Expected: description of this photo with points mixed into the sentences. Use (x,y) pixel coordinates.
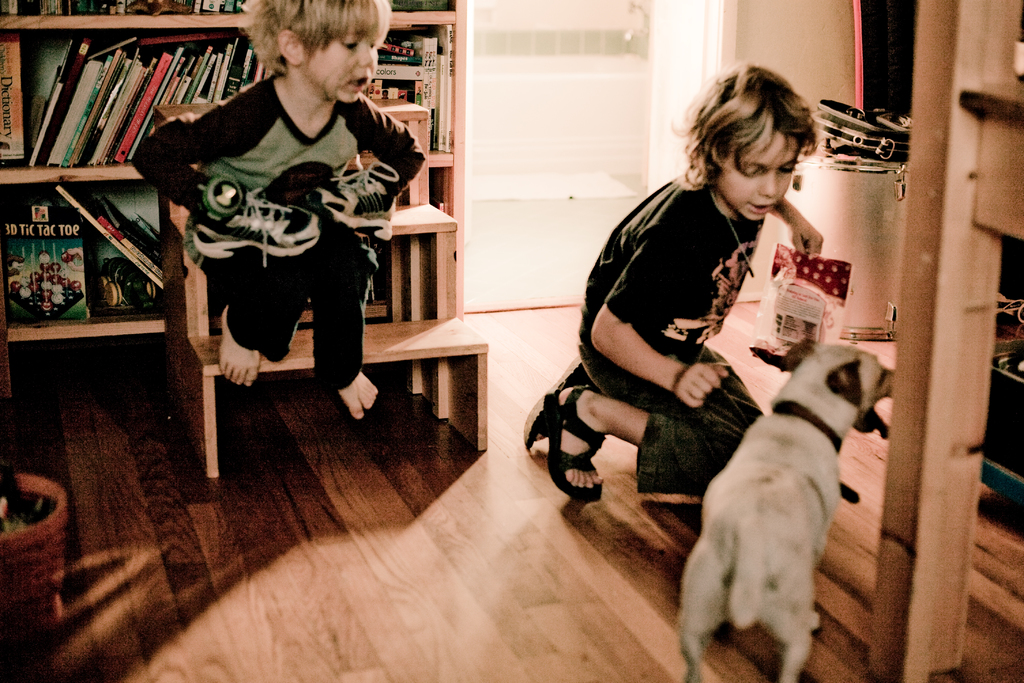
In this image I can see two children (605,318). There are books (119,126) in shelves (230,14). There is a dog (787,494) and there are some other objects (971,340).
